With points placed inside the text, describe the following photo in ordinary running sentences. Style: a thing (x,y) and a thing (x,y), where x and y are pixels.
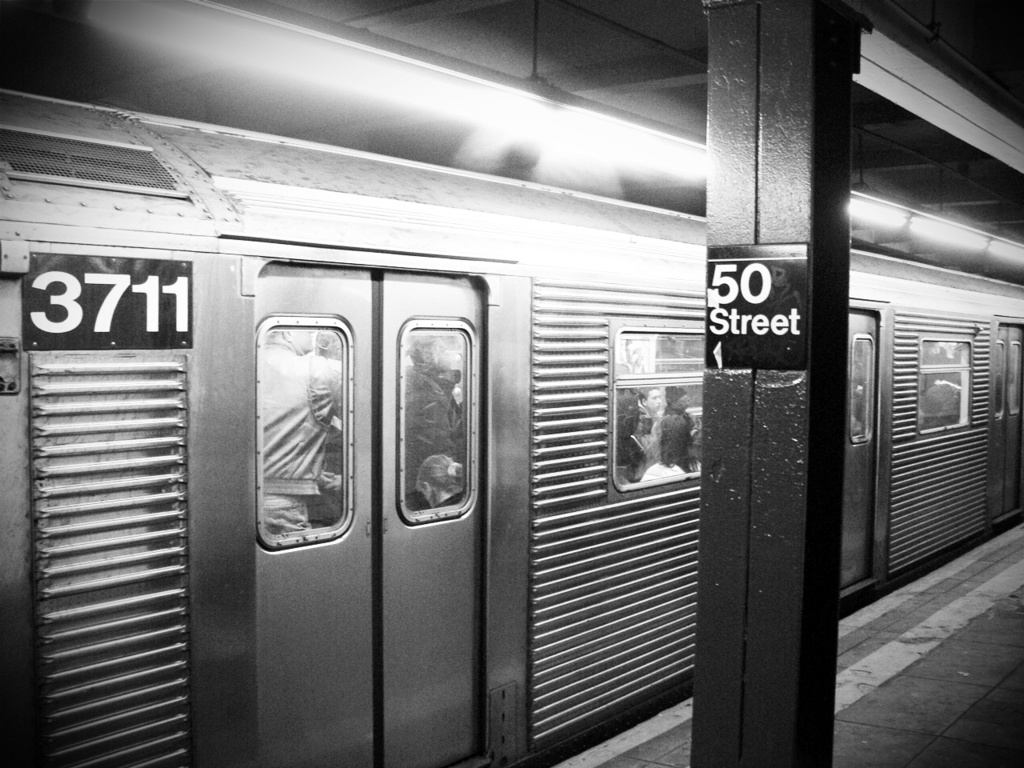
This image consists of a train (575,328) in which there are many people (276,451). On the right (825,609), we can see a pillar (783,495), on which there is a board (741,332). At the bottom (950,647), there is a platform (950,617). At the top (659,52), there is a roof (92,10).
